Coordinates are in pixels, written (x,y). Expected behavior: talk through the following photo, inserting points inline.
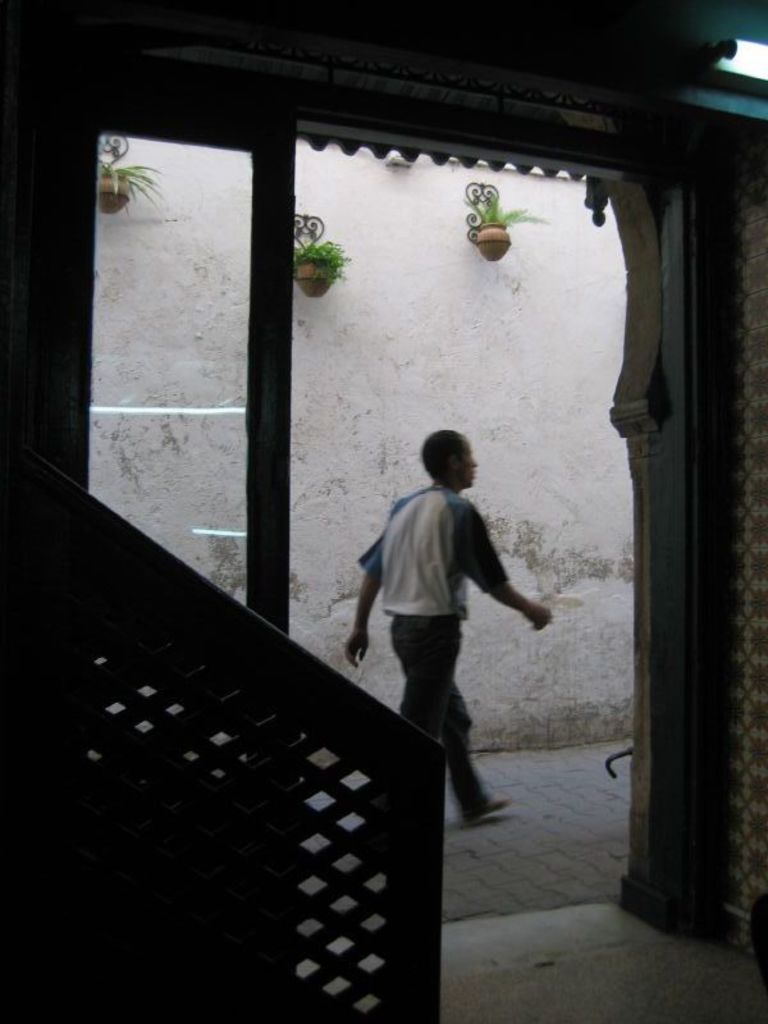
In this image, we can see a person (465,792) is walking on the walkway (550,877). At the bottom (572,993), there is a floor (572,993). Background (377,407) we can see a wall (384,396), few plants (325,274) with pot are hanging. On the left side (165,888), we can see a railing (204,819).
